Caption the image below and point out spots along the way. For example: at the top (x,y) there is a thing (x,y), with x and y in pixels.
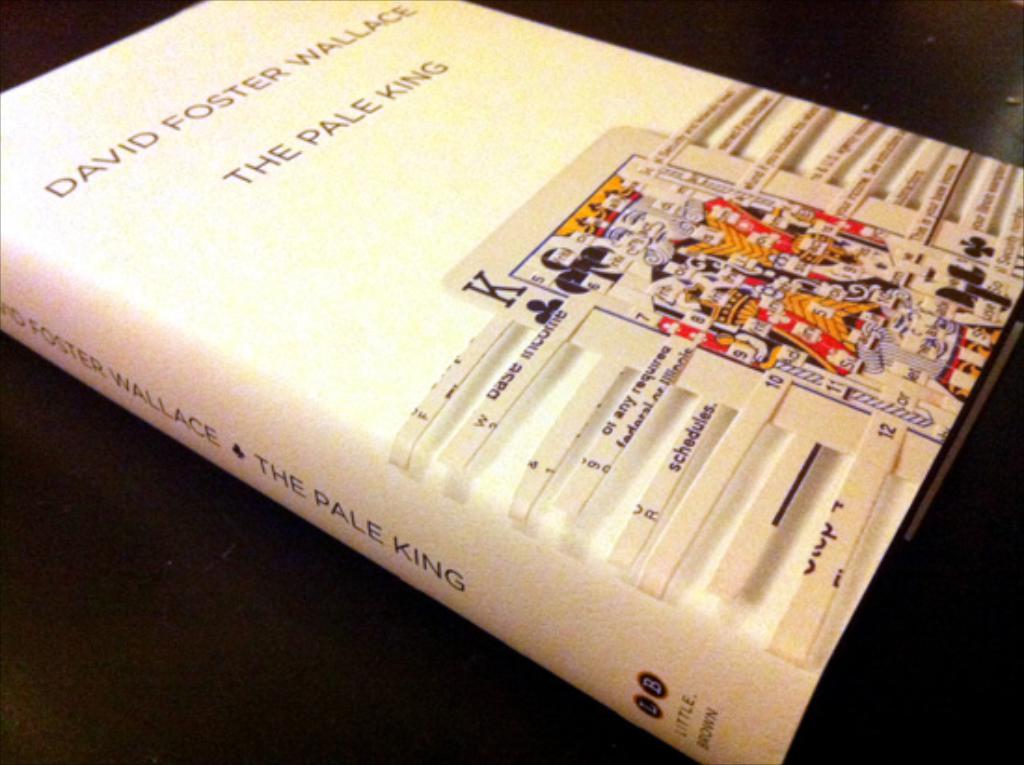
In the image on the black surface (970,479) there is a book (217,209). On the top of the book (217,209) there is an image (626,266) and also there is something written on it.
